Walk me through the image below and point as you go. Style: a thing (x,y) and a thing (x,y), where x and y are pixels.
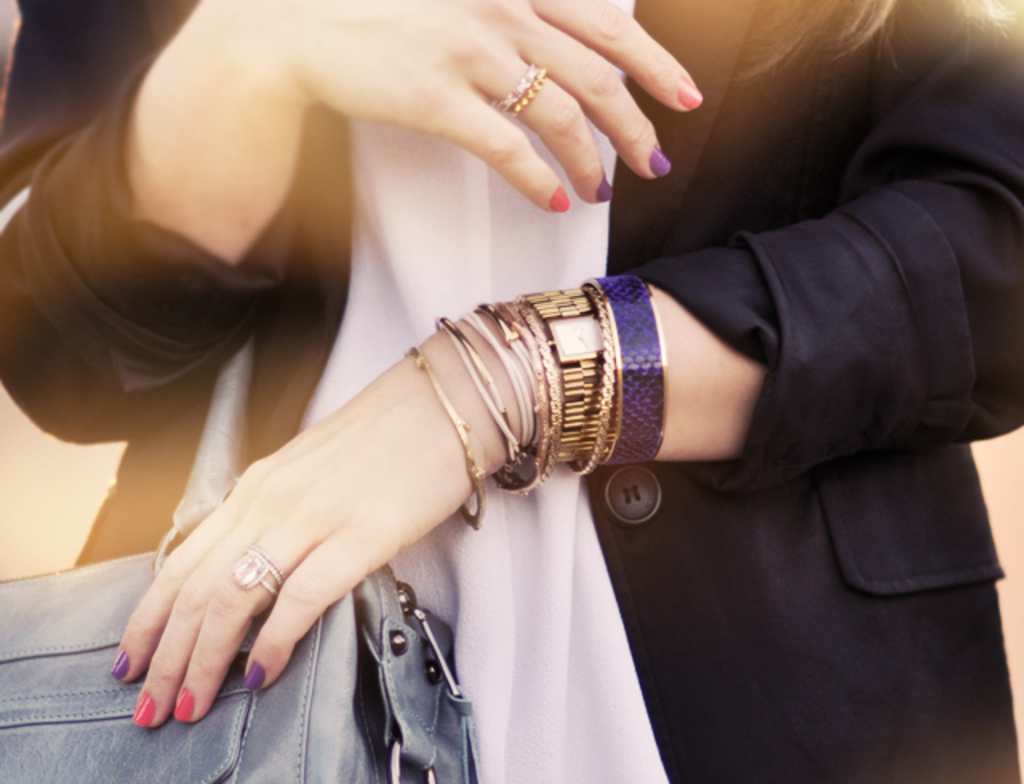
In this image I can see a person (427,455) and wearing a bag (329,649). She is wearing black and white color dress (751,635). I can see bands (548,376), rings (244,577) and watch (574,326).
